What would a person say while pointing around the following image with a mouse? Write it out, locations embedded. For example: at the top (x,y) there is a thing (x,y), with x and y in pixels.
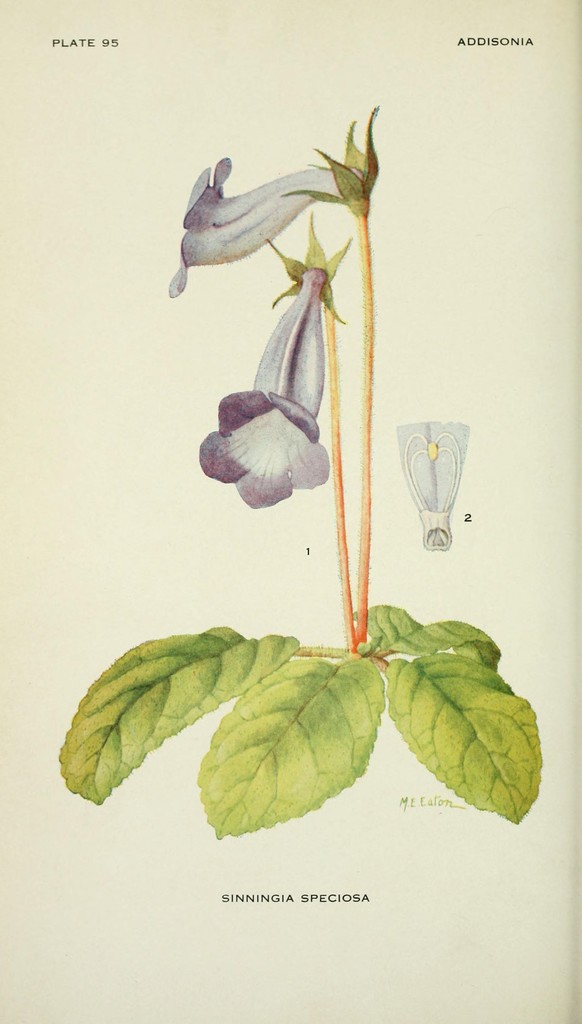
This image is a drawing. In this image we can see flowers (264,382) and plant (349,730).
